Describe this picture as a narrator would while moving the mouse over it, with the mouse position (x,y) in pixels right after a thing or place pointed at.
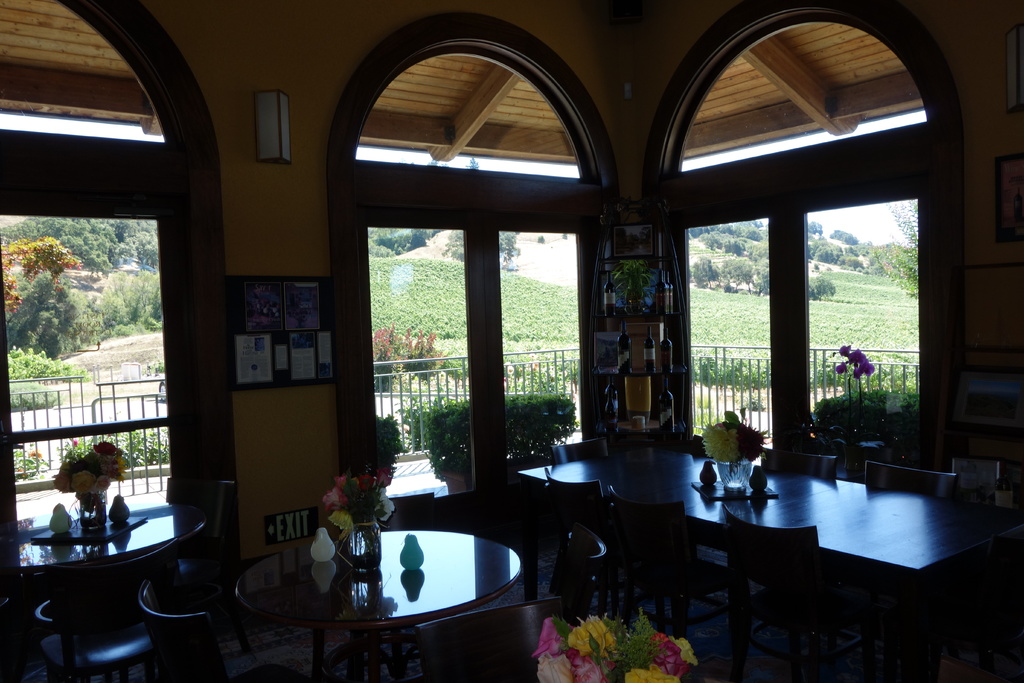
In this picture we can see few chairs (750,530), also we can find few flower vases (736,435) and other things (324,527) on the tables (754,504), beside the tables (661,467) we can find few bottles (625,322) and frames (295,296) on the wall (316,417), in the background (442,398) we can see metal fence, few plants (434,299) and trees (21,242).
